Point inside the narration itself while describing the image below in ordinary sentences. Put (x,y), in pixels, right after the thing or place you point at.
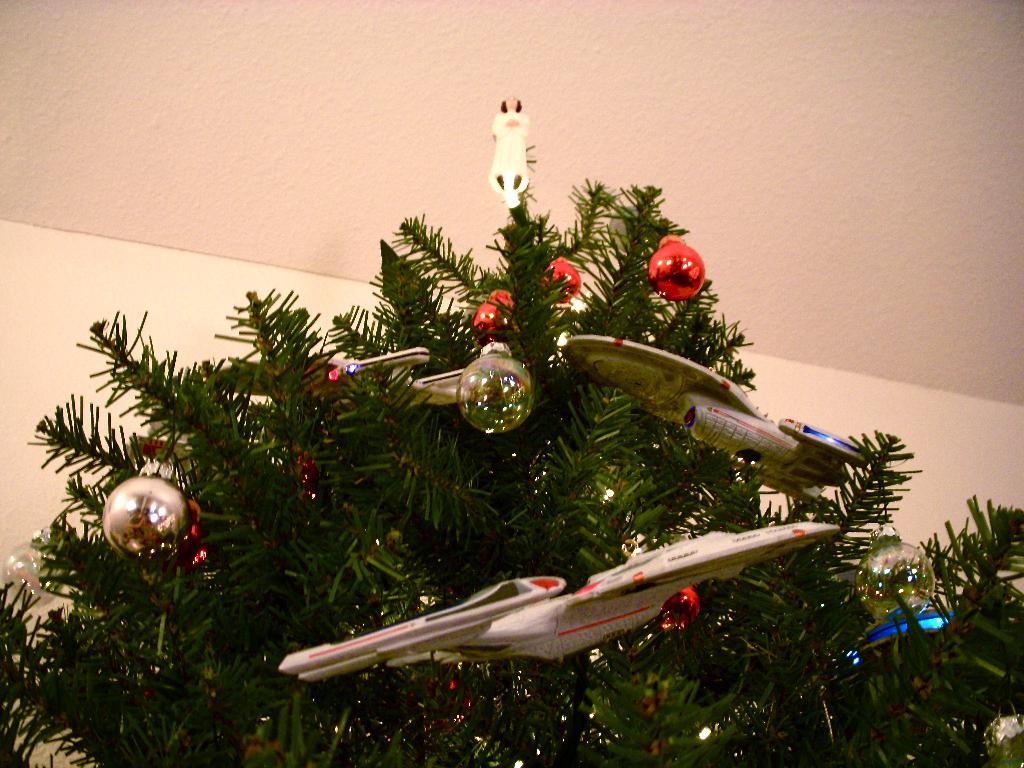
In this image I can see the Christmas tree (514,531). On the Christmas tree (478,591) I can see some objects (572,612). In the background (337,152) I can see a ceiling (344,143).
